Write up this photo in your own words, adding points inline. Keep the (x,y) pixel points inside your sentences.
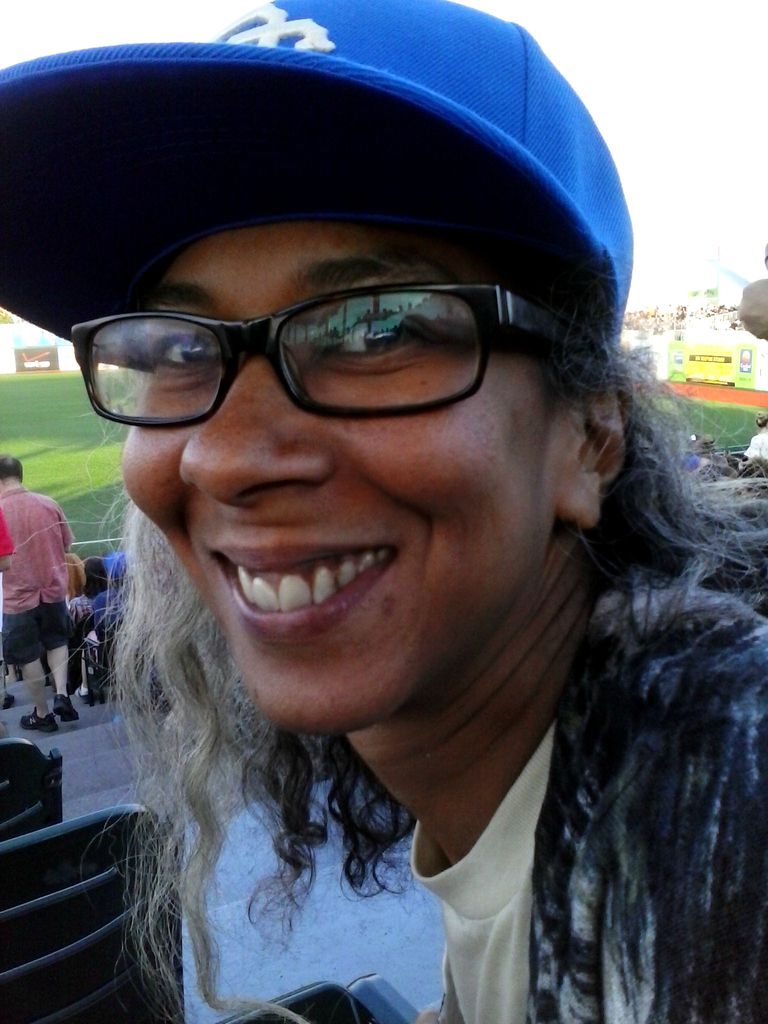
In this image I can see the person (460,803) with the dress (466,955), specs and cap (385,29). In the background (119,468) I can see few more people (64,641), ground (71,429) and the boards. I can also see the white background (681,39).
